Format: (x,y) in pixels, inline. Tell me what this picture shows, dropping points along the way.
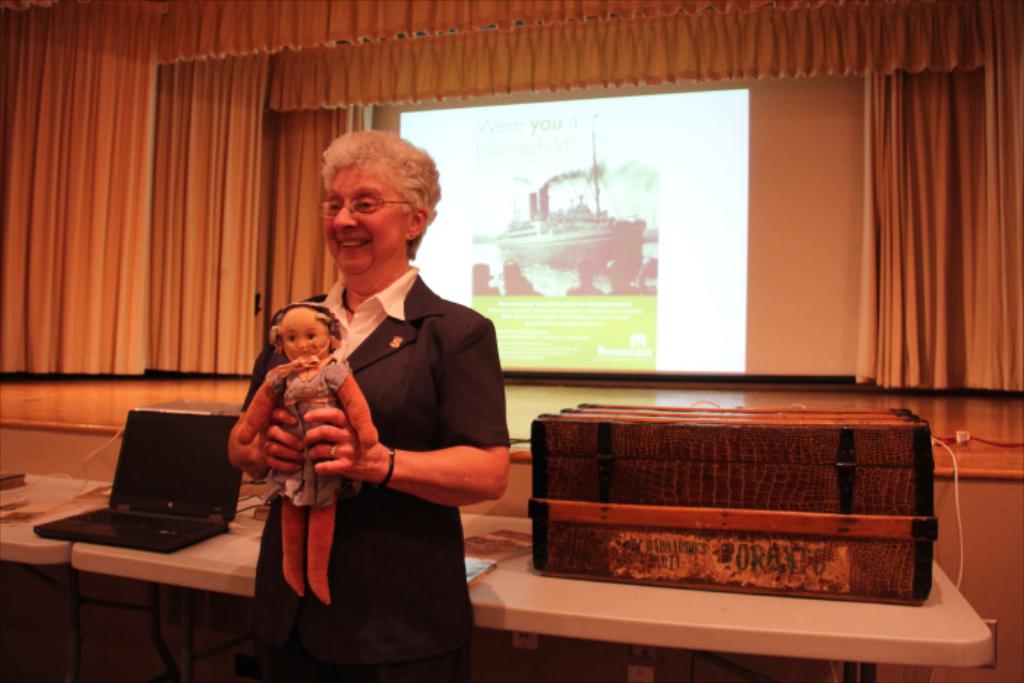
In this image we can see a stage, a projector screen (695,264) and few curtains (978,327). There are many objects (749,541) placed on the table (564,604). A lady (387,401) is standing and holding a toy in the image.
